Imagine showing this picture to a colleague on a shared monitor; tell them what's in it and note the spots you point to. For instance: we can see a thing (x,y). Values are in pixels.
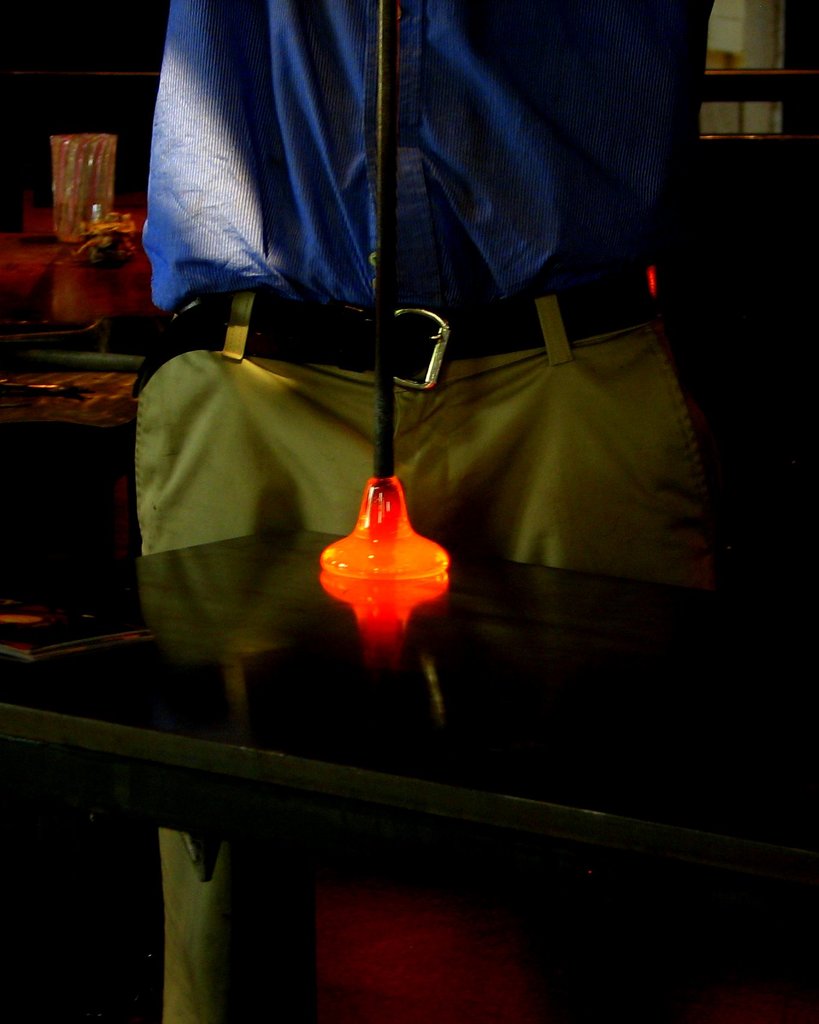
In this picture there is a man (586,197) who is wearing shirt (596,220), belt (537,325), trouser (580,501) and holding a rod (380,4) which is attached to this heated glass (398,566). Behind him I can see the wine glass (103,163) which is kept on the table (106,265).
